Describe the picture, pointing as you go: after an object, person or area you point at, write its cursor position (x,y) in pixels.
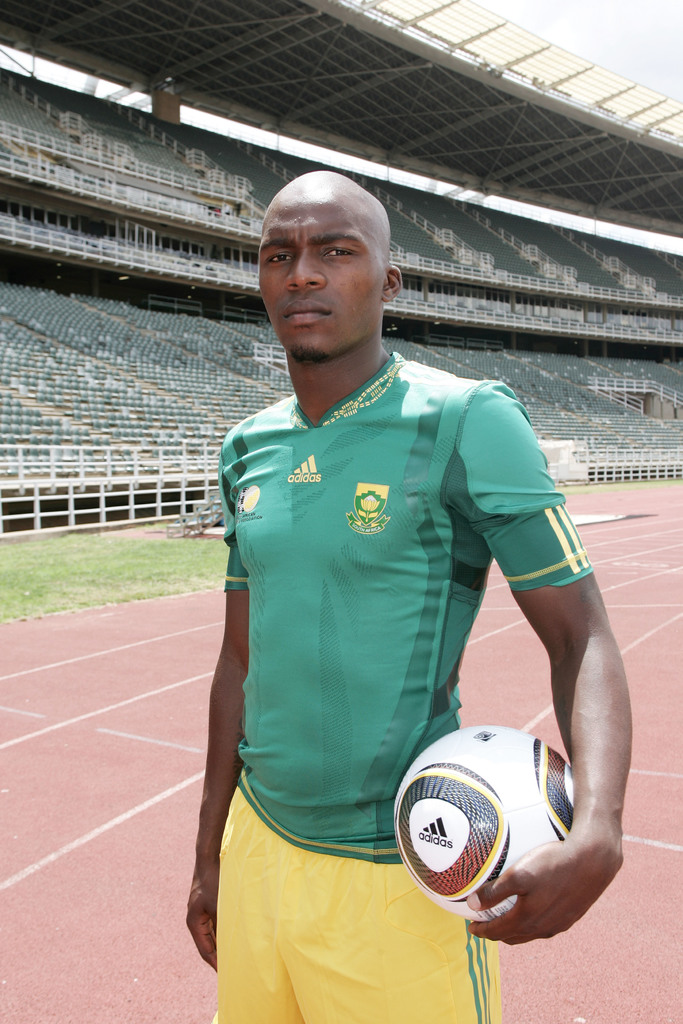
A man (316,262) is posing to camera with a football (545,801) in his hand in a stadium (512,699).
